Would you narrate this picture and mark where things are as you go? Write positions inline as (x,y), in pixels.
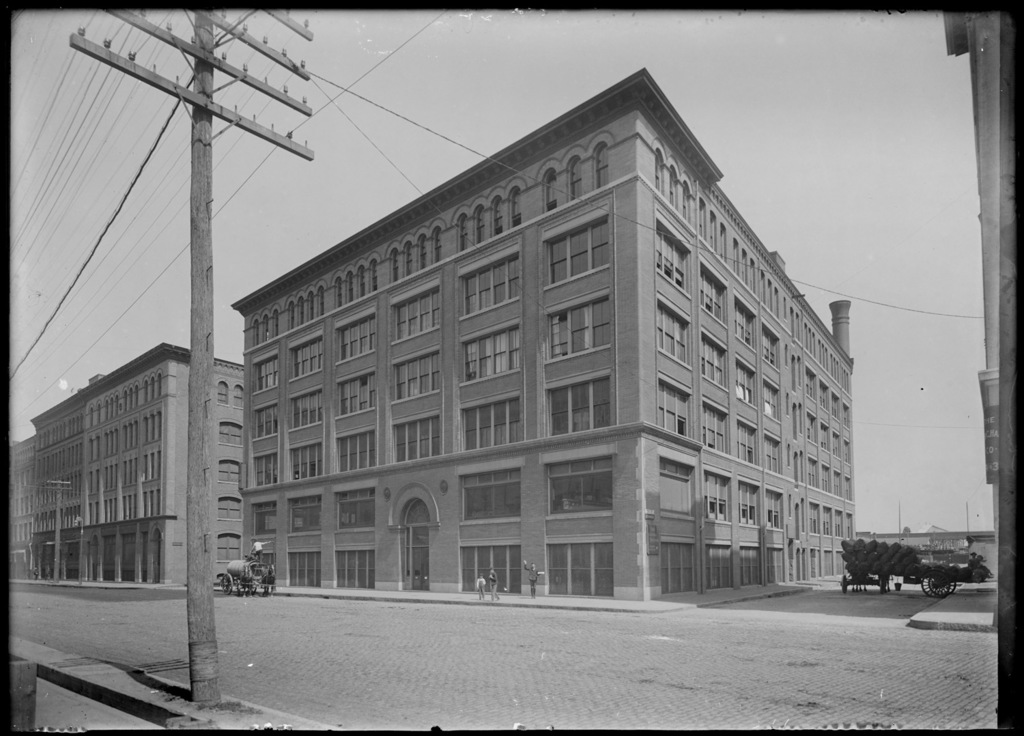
In this image, in the middle (488,443) there are buildings (561,435), vehicles (248,575), people (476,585), road (471,643), electric poles (210,19), cables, sky (812,162).
